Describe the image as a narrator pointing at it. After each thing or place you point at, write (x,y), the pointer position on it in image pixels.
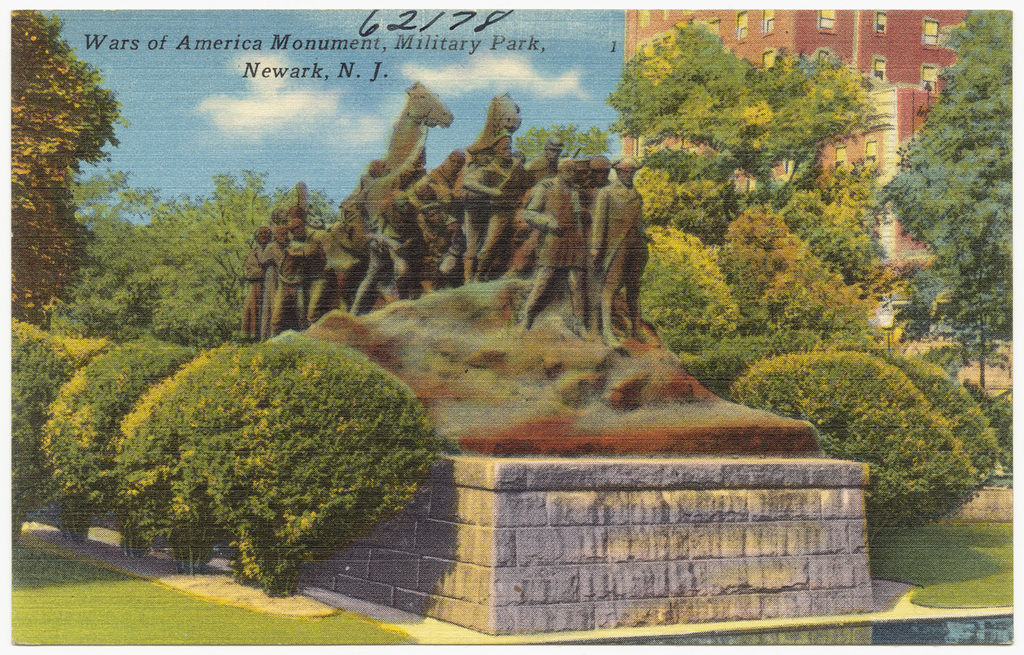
This image is a photograph. In the center of the image (443,421) there is a statue (444,261). At the bottom (525,600) we can see a pedestal (543,574). In the background (108,222) there are trees (102,250), bushes (219,416), building (951,12) and sky (309,132) and we can see text (326,79).
